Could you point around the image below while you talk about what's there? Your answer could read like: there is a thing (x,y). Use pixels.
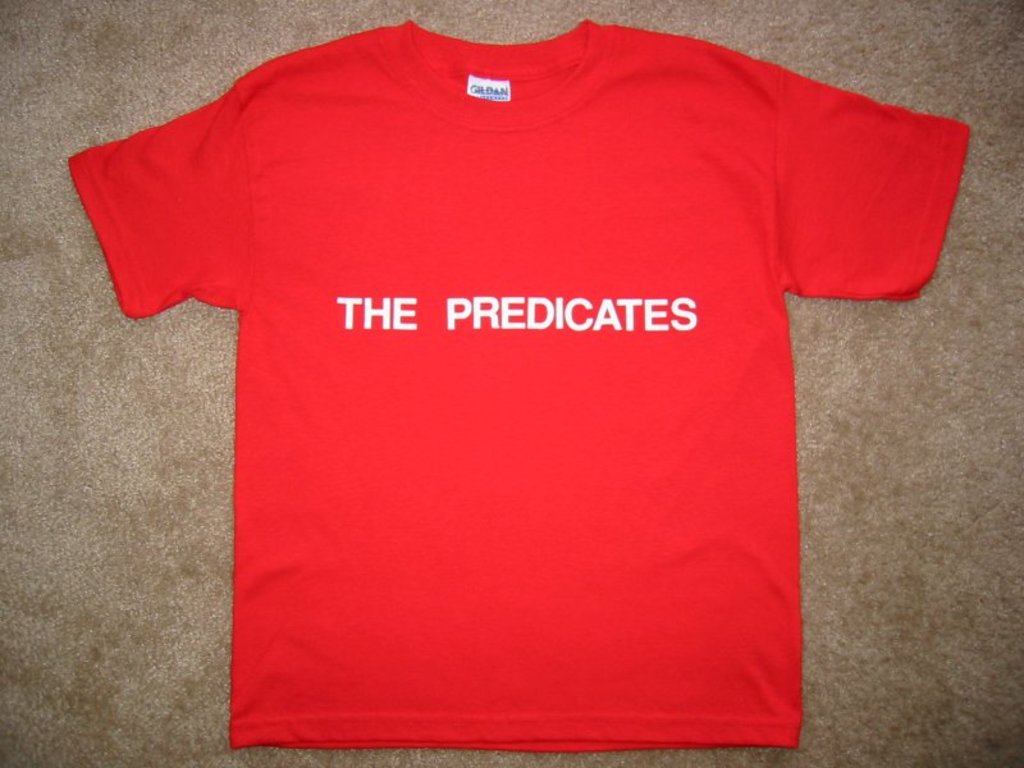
In the center of the image (427,353) there is a t-shirt (525,525) placed on the ground (802,503).
